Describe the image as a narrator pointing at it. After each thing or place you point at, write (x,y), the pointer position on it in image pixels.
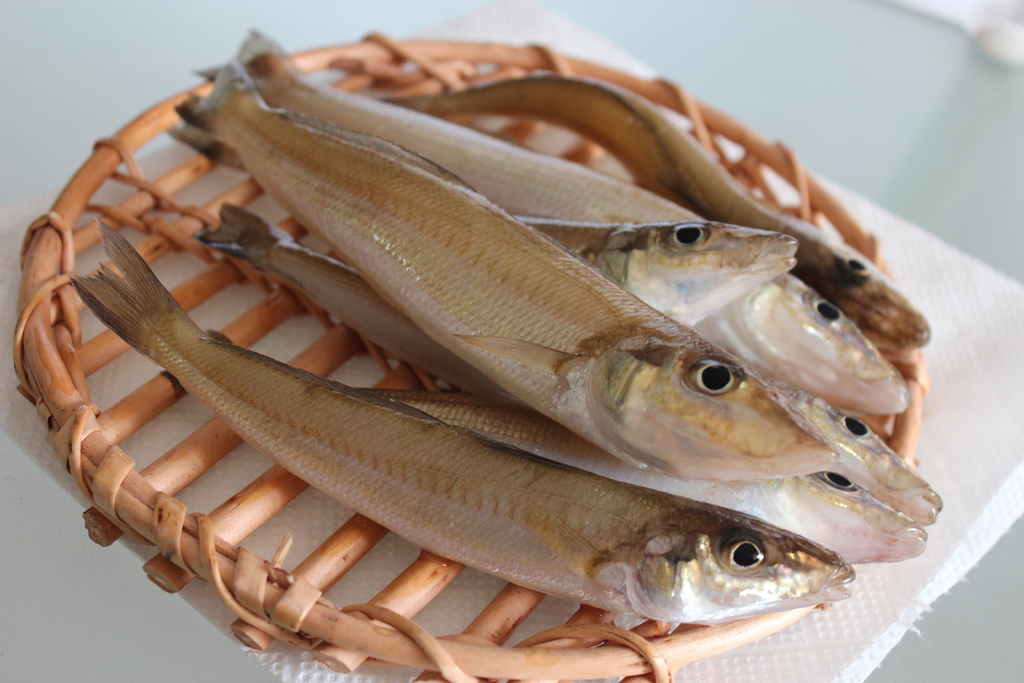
In this image I can see a cream colour thing (154,129) and on it I can see few fishes (535,296). I can also see white colour napkin (945,537) under it.
